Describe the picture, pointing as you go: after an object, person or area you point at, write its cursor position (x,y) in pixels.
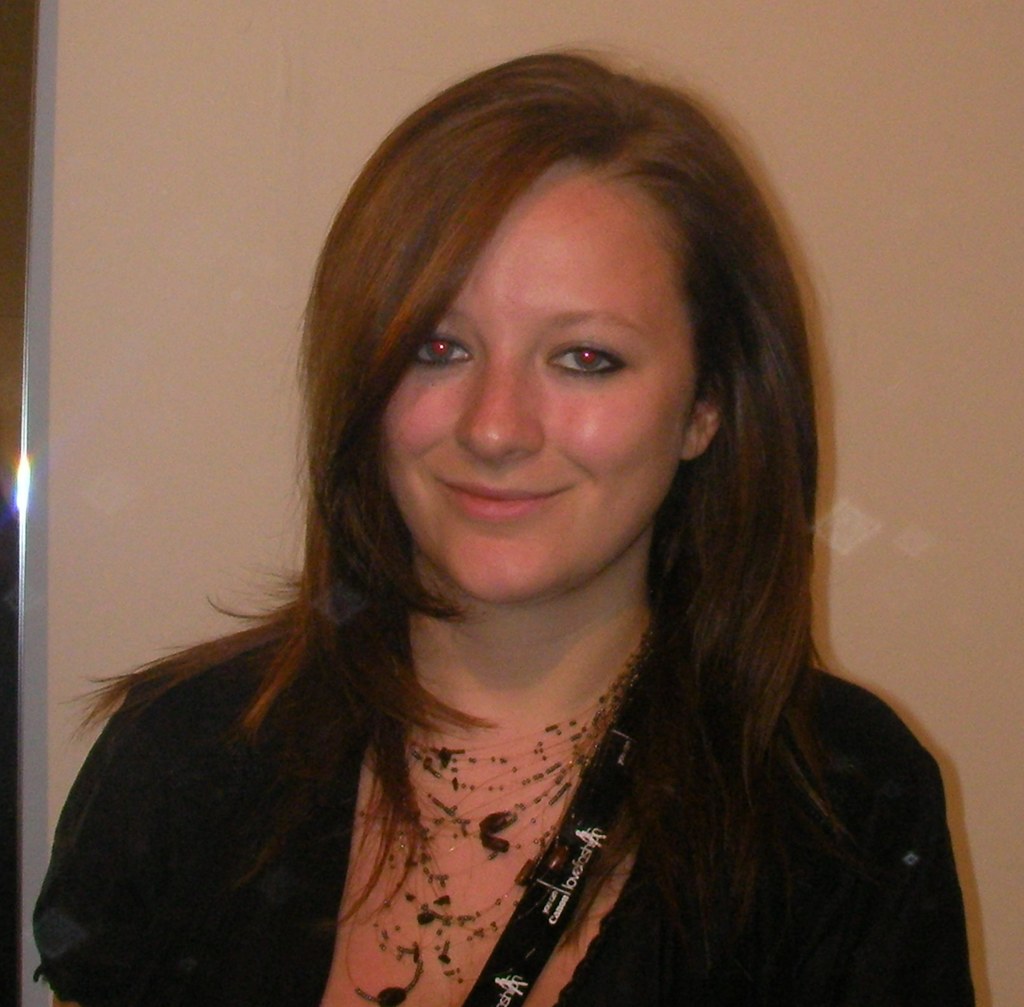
This image is taken indoors. In the background (200,403) there is a wall (76,684). In the middle of the image (411,536) there is a woman (505,796) with a smiling face (553,294).
